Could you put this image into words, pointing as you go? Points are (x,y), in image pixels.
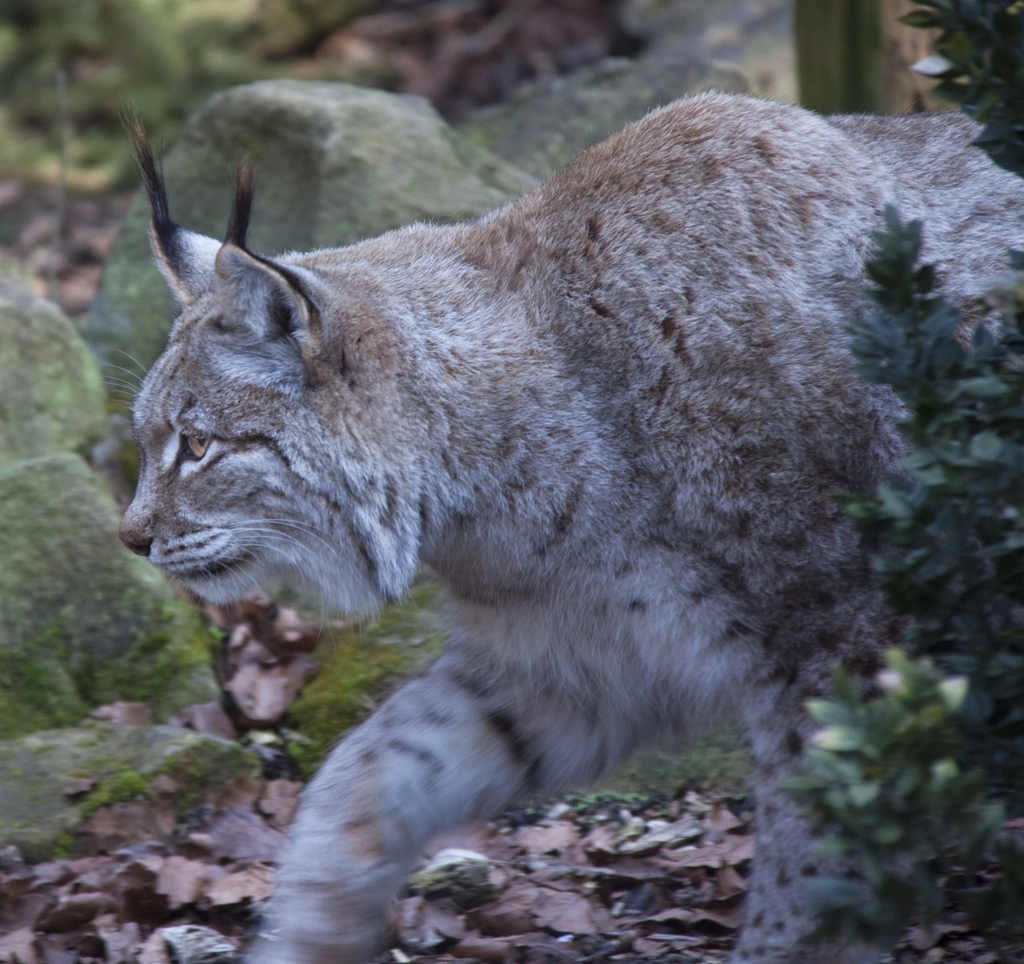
In this image I can see an animal (812,454) and plant (988,580) and stone (70,342).
